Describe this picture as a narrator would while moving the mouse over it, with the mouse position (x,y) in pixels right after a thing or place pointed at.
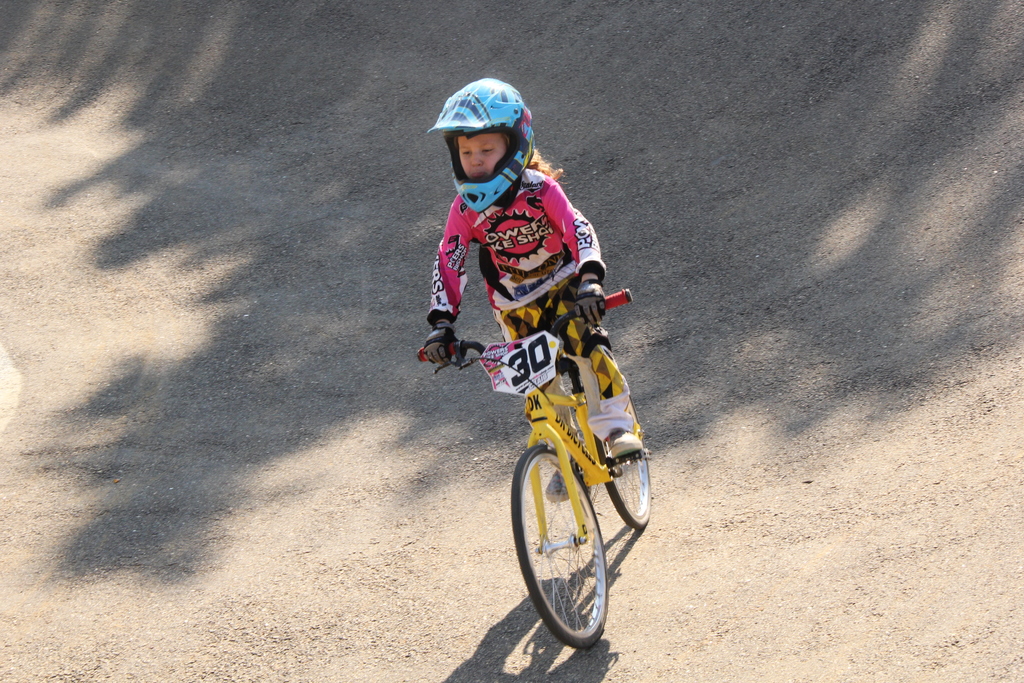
In this image, we can see a kid (619,439) riding a bicycle (593,620). We can see the ground (293,565) with some shadow (175,208).
